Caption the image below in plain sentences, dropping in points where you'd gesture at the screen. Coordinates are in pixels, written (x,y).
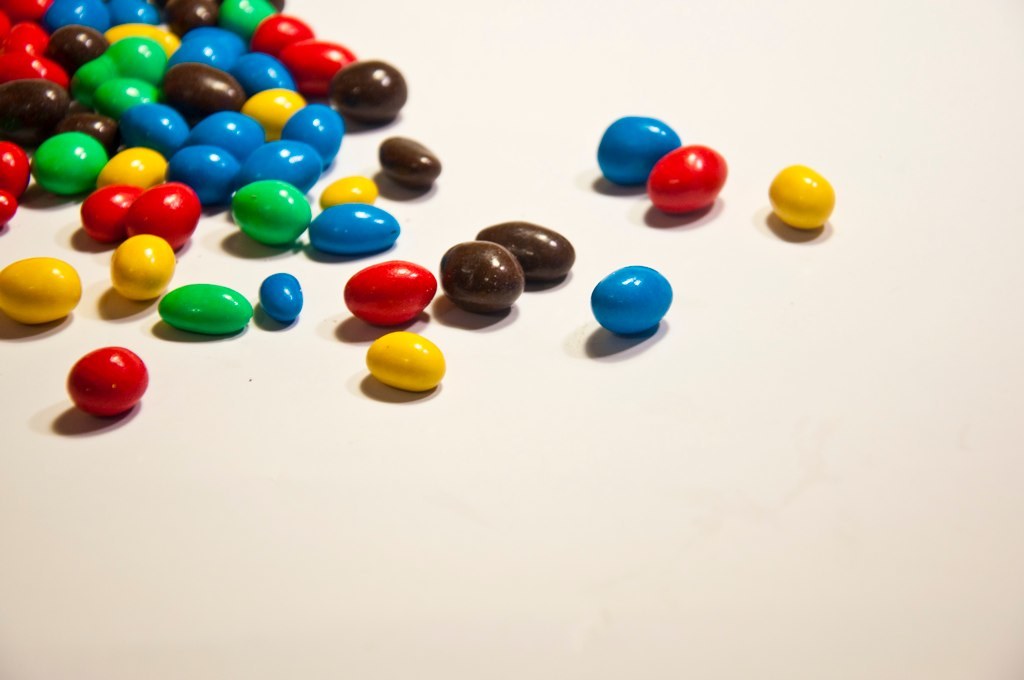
In this picture we can see some candies (202,289) are on the table (20,392).
